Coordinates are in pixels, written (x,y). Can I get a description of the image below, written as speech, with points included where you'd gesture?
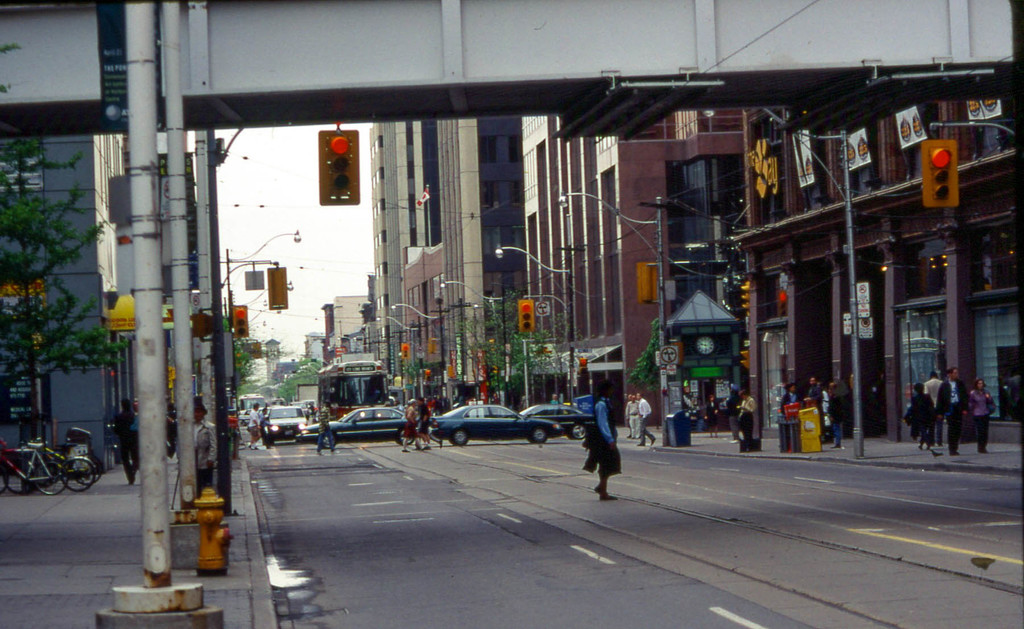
In this image we can see a few buildings (584,296), there are poles (569,306), lights (530,322), people (434,403), boards (542,304), vehicles (475,425), posters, trees (516,304) and some other objects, also we can see a hydrant (222,533) and in the background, we can see the sky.
